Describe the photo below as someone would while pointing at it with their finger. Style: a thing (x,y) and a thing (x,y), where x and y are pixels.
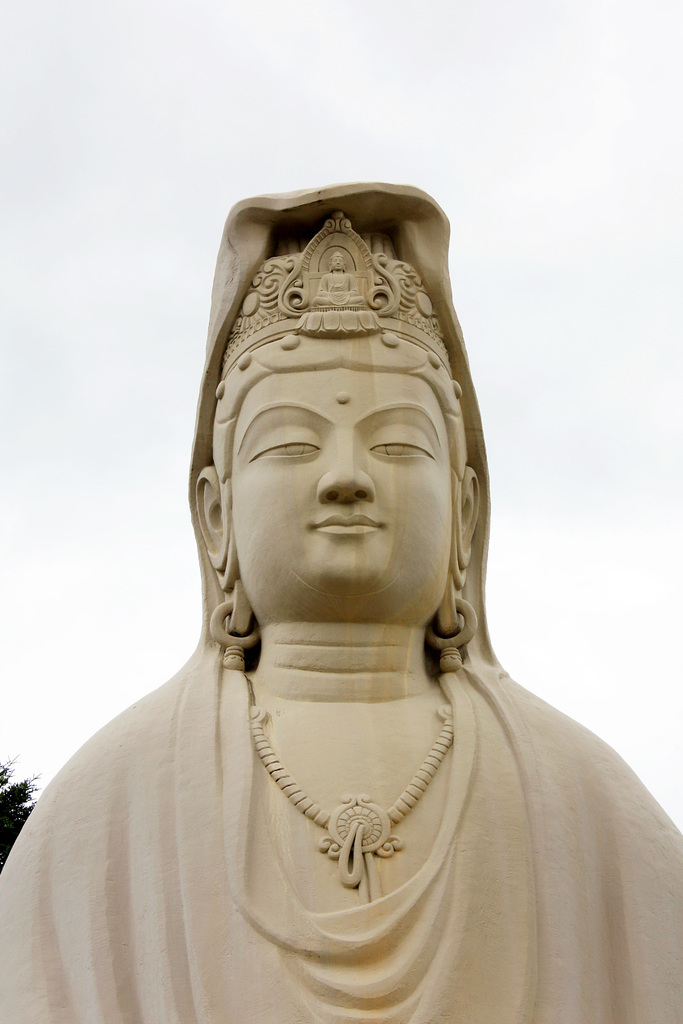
In the picture we can see an idol (372,891) of goddess (67,968) with some architecture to it and which is cream in color and behind the idol (410,978) we can see some part of tree (7,818) and a sky (554,122).
